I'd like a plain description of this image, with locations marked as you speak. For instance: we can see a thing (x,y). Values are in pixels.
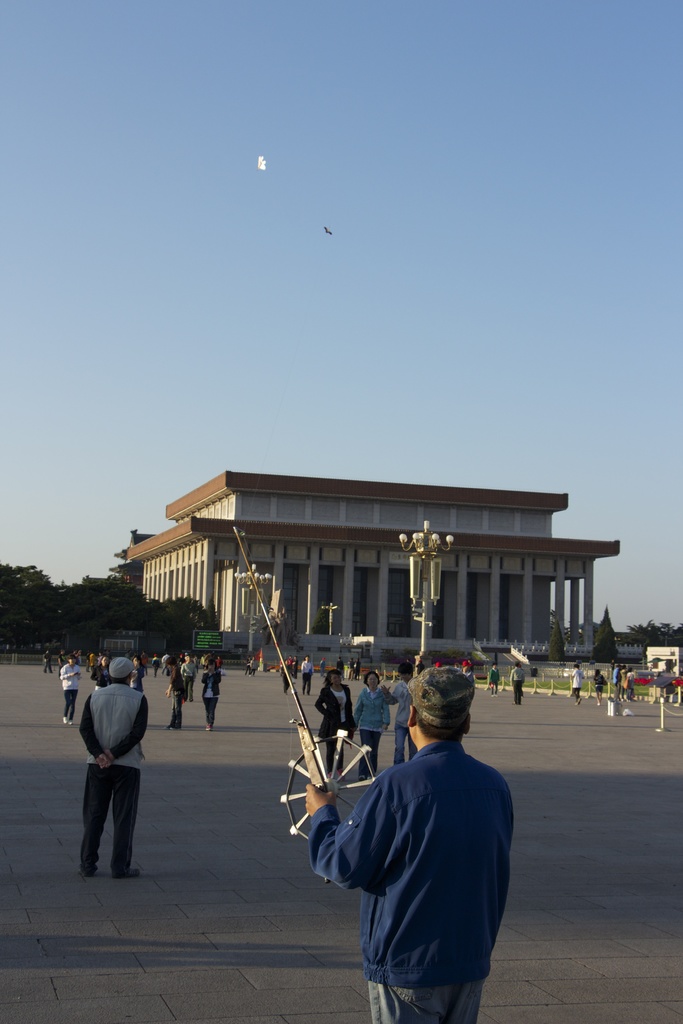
In this picture we can see a man (372,820) is holding an object (306,721), some people (110,695) are walking and some are standing on the path (84,685). Behind the people (124,729) there are trees (11,598), poles (415,583) with lights (246,577), a building (336,576) and the sky (198,246).
